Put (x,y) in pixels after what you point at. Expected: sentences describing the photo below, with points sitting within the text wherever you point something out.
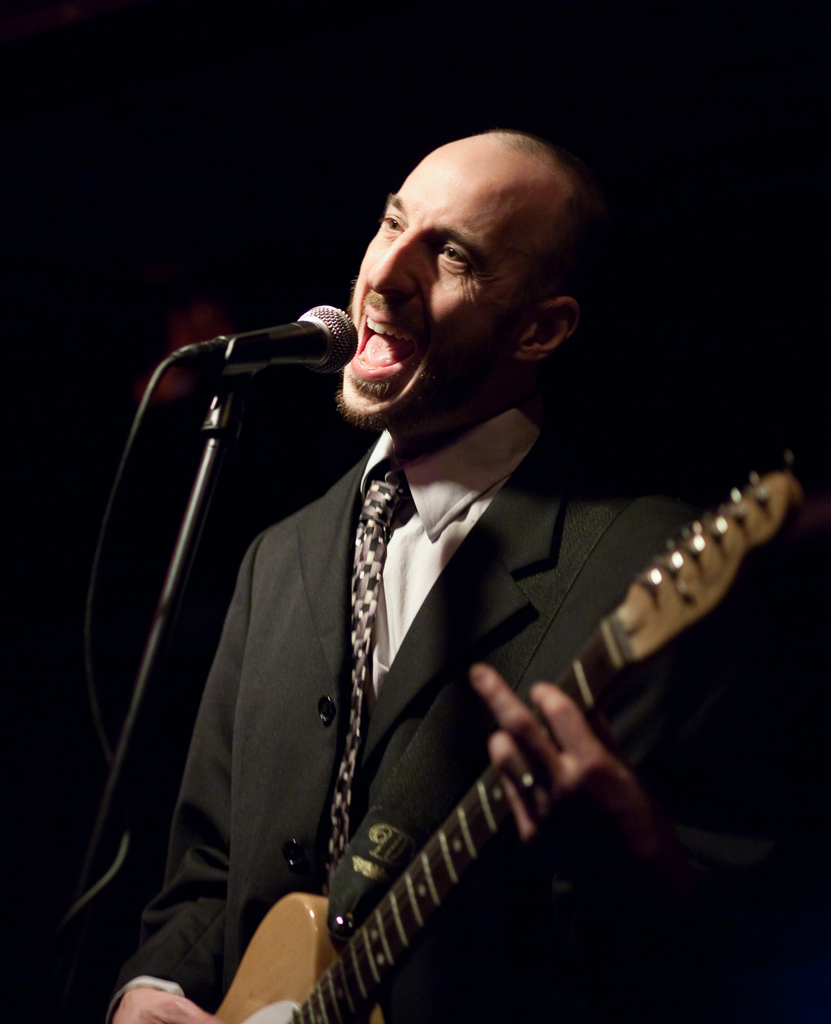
In this image there is a man (223,761) with black suit (241,671) and white shirt (438,541), he is playing guitar (349,978) and he is singing. At the front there is a microphone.
